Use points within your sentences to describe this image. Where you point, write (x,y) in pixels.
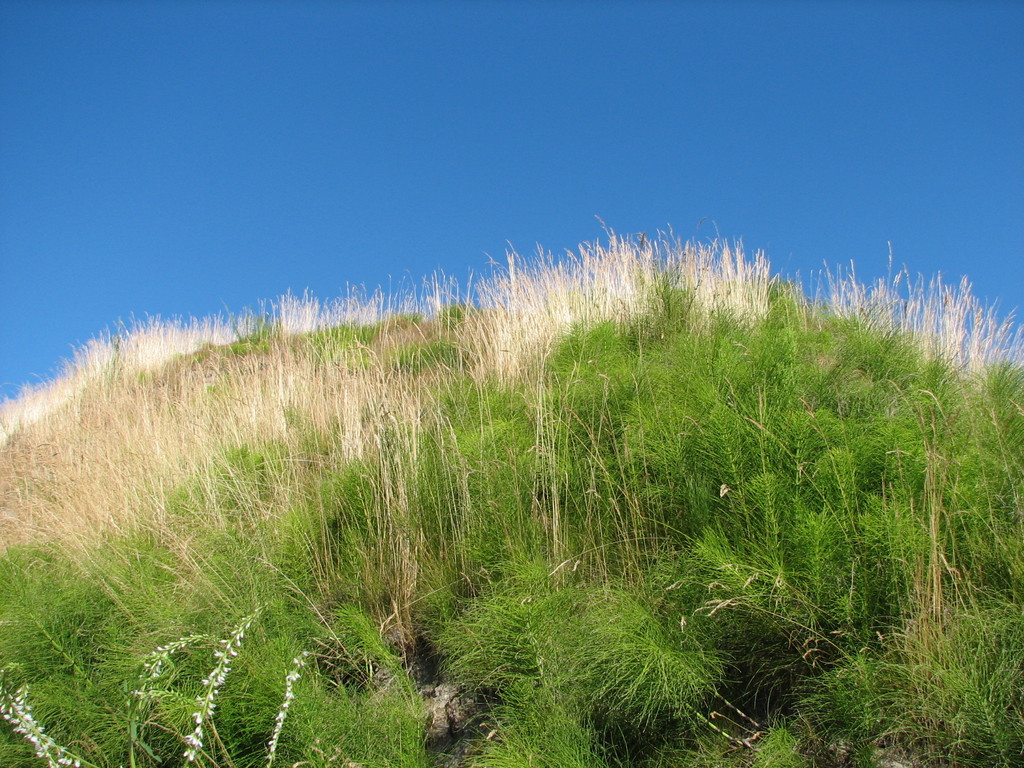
In this image at the bottom (790,648) there is grass (710,560) and some plants (729,556), on the top of the image (438,152) there is sky (377,167).
